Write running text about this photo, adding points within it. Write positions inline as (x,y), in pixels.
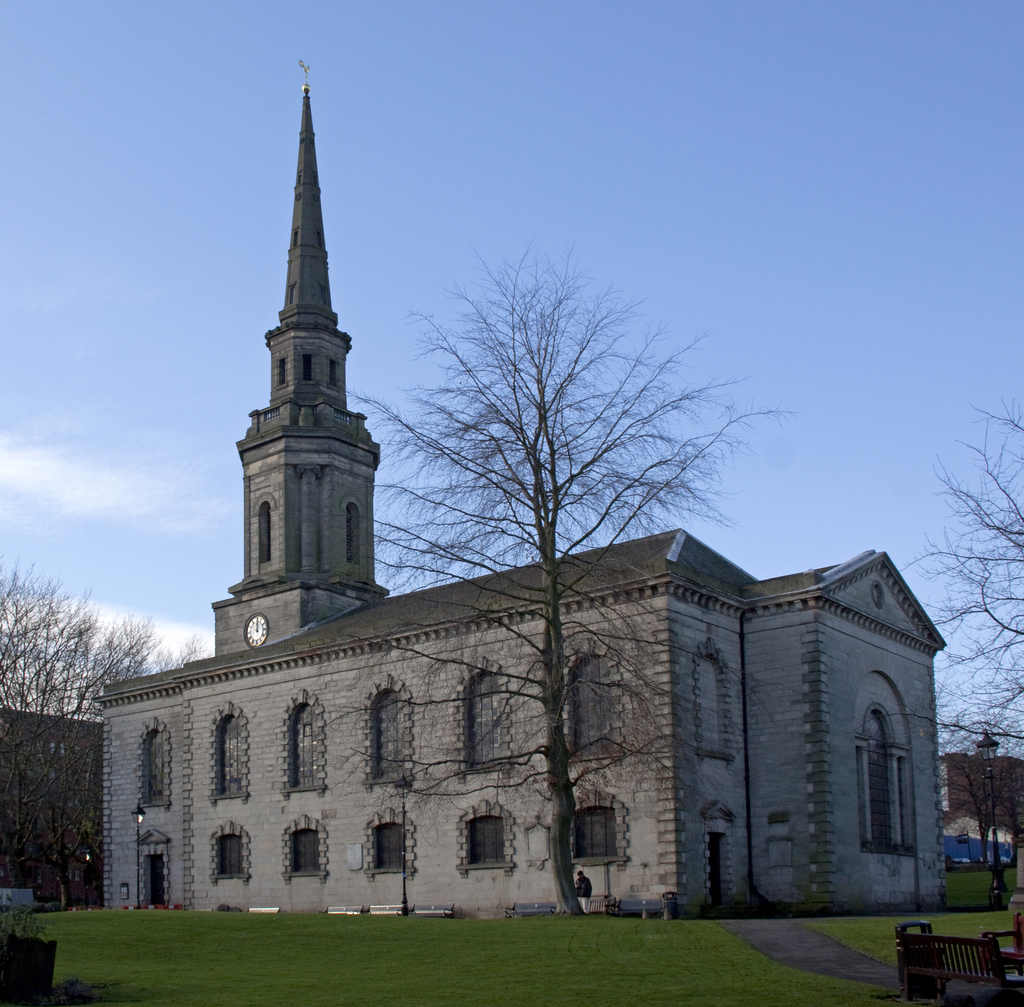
In the foreground of this image (456,997), there is the grass (608,992), a path (861,966) and few chairs (951,974). In the background (754,612), there is a building (506,713), trees (559,690) and the sky (693,121).
